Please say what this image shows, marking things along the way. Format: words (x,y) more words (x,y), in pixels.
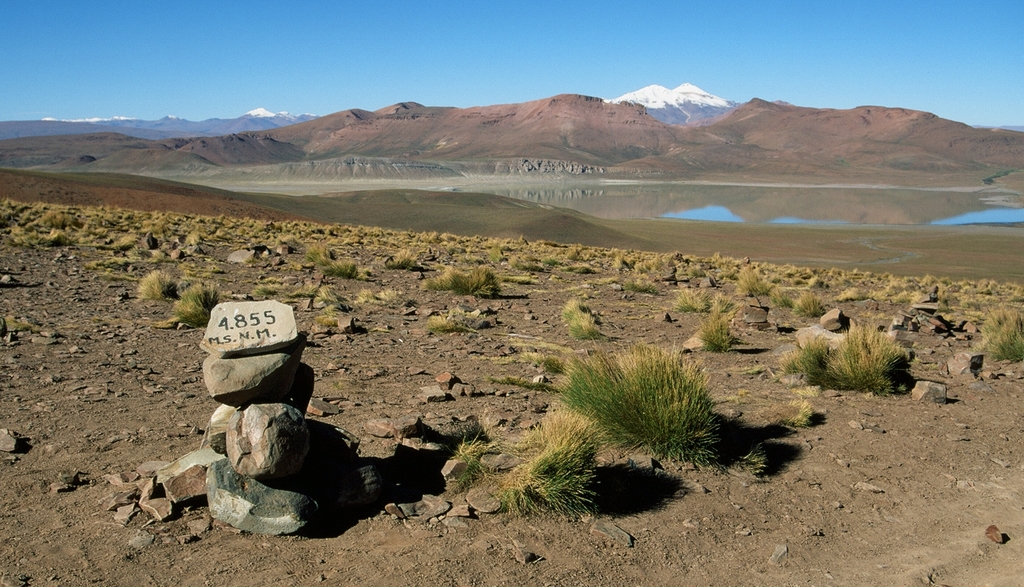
In this picture we can see some grass (460,286) and a few stones (5,440). We can see some text (218,339) and numbers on a stone (272,331). There is the water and some mountains (699,107) covered with snow (712,106). We can see the sky (479,93) on top (210,70).
